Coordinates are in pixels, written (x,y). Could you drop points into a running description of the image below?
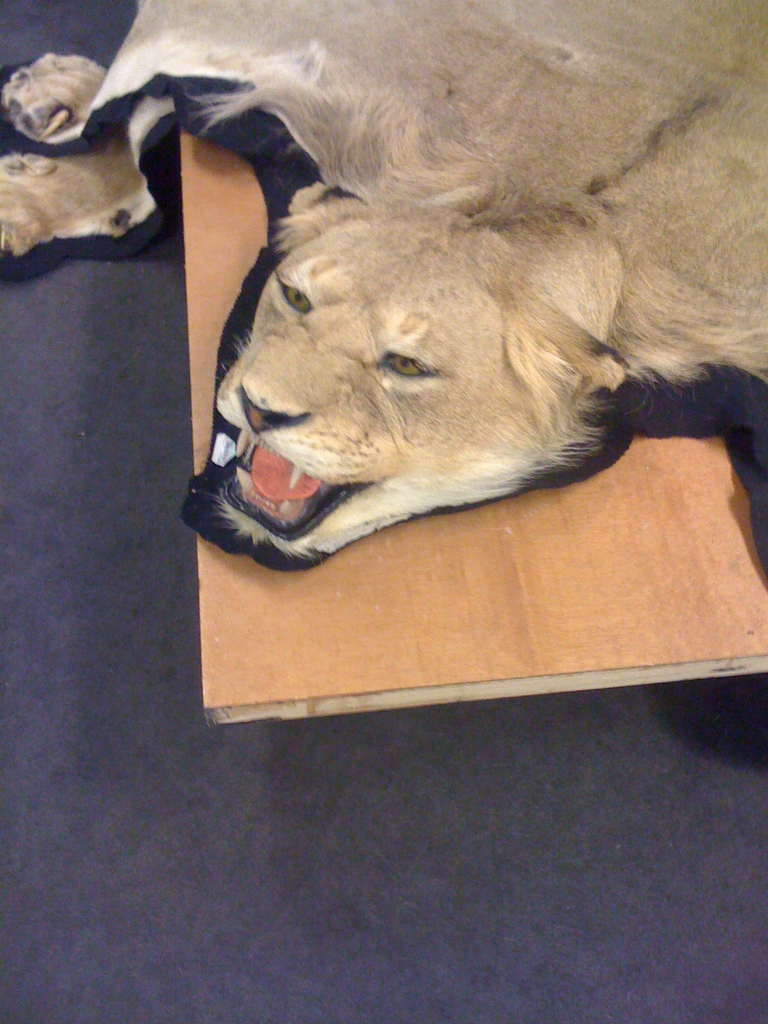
In this picture we can see a lion mount (439,322) present on wood (434,622), at the bottom (208,921) there is floor (215,827).
